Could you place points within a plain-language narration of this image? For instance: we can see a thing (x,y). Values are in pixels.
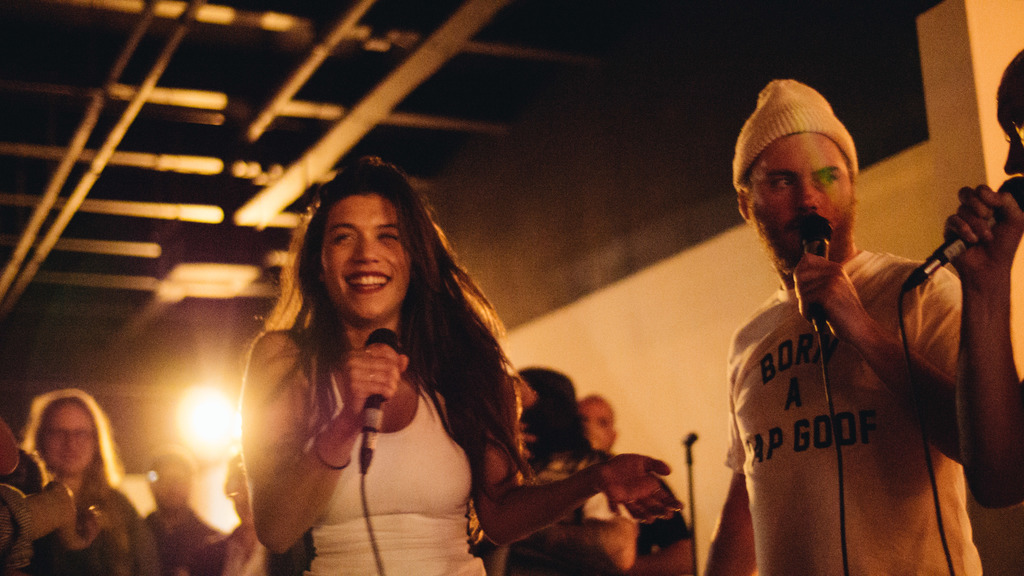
There is a woman (491,463) standing in the center (454,331). She is singing on a microphone (382,331) and she is smiling. Here we can see two persons (808,547) holding a microphone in their hand (831,309) and they are on the right side (788,543). In the background (137,554) we can see a few persons (174,502) on the left side (186,534).
